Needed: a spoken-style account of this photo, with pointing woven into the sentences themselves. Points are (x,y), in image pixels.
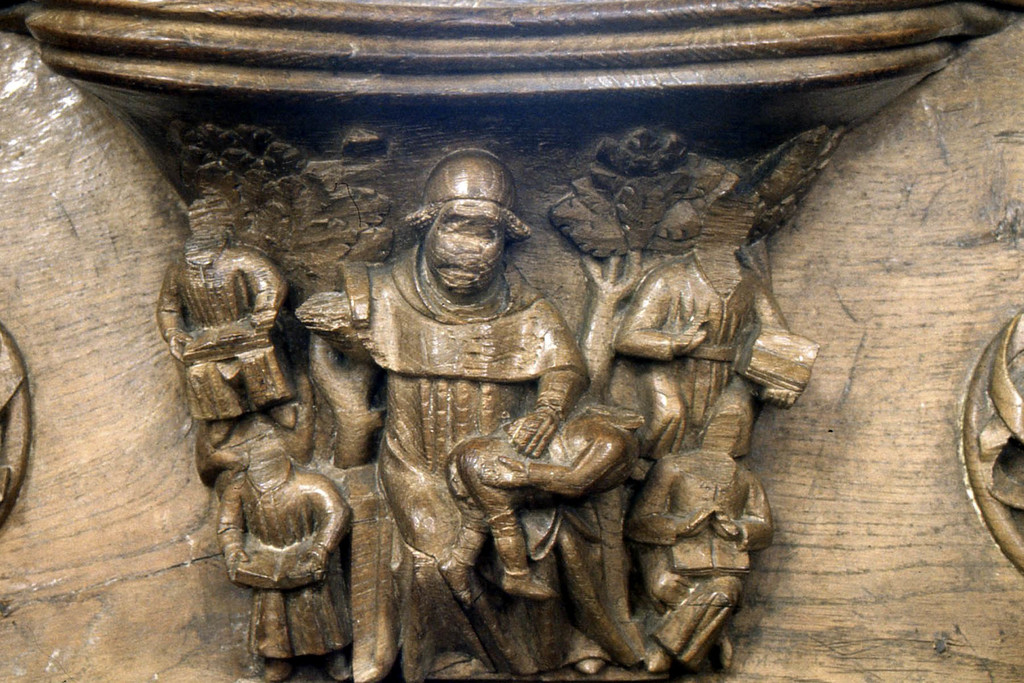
In this picture we can see sculptures (470,411).
